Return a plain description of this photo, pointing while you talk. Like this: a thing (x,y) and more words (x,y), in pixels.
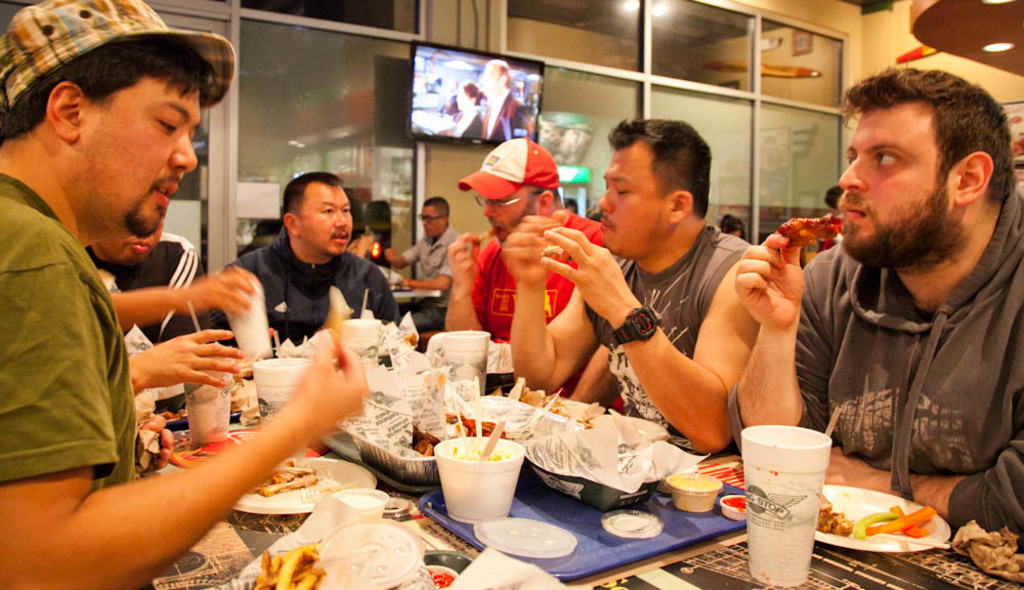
In the center of the image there is a table (424,544). On the table (418,533) we can see cups (504,491), glasses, plate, trays (578,529) and some food items (492,452) are present on the plate (316,487). Beside the table (380,533) some persons (7,362) are sitting and holding food item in their hand (589,244). In the background of the image (501,90) we can see screen (447,124), glass (307,118), door (213,179), lights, some persons (355,247), wall (852,21) are there. At the top right corner (926,34) we can see the roof (954,44).
